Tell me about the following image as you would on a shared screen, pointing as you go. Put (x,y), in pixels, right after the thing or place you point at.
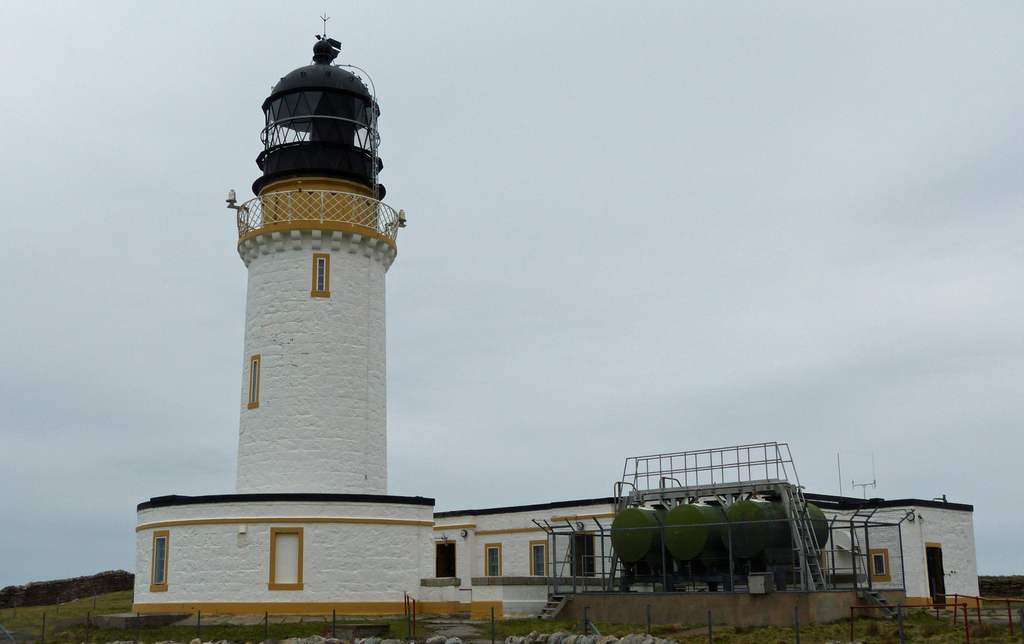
In this picture we can see tower (298,295), building (529,540), windows (291,577), fence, storage tanks (706,556), rods (561,571), railing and grass (105,643). In the background of the image (174,413) we can see the sky (187,403).
